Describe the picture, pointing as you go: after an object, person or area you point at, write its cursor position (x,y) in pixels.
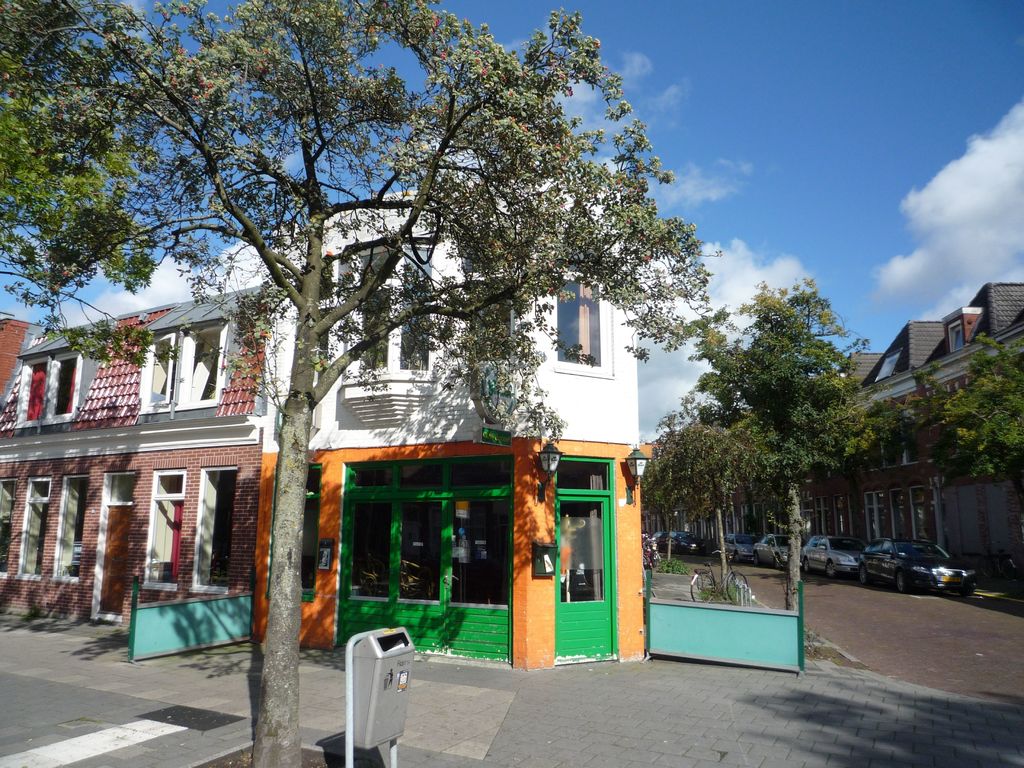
In this image I can see in the middle (598,398) there is a house (487,470), there are trees (511,416). On the right side (916,570) few cars (898,540) are parked on the road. At the top (791,127) it is the blue color sky (812,111).
